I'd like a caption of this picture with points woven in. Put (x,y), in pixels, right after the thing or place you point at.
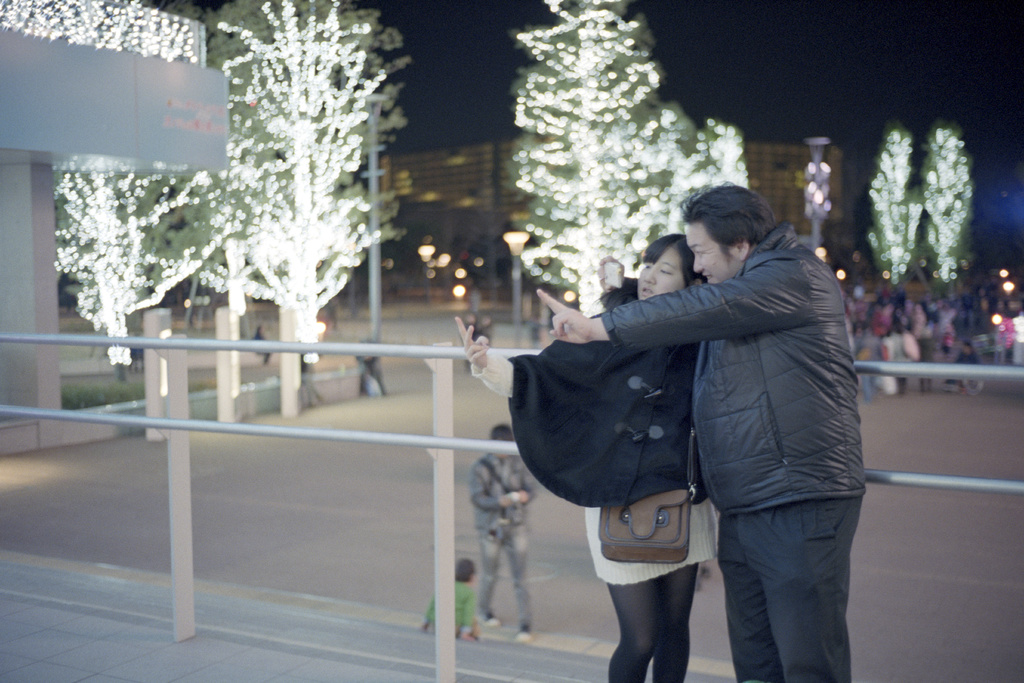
In this picture we can see a bag (646,536), fence (452,631), trees (929,185) with lights (376,237) on it, buildings (1,202), light poles (515,272) and two people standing on a path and a group of people (879,332) standing on the road (919,522) and a person (431,621) sitting and in the background (700,60) it is dark.
